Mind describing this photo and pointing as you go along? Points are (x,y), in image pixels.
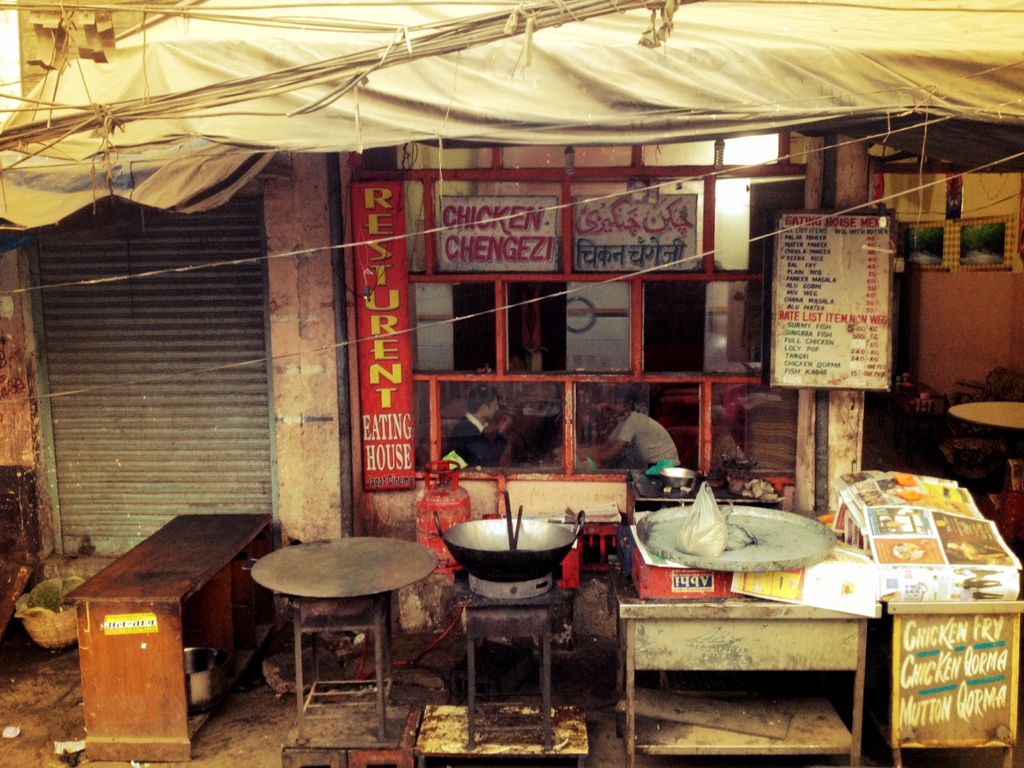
In this picture, we see a bench (153,600), pan (529,568) which is placed on stove (487,586) and a wooden stool (677,638) on which a plate (796,524) is placed. Behind that, we see a board (397,440) on which restaurant is written on it and on right corner of the picture (793,315), we see a board (793,315) on which many items (811,250) are displayed. On top of picture (543,63), we see a white tent (316,35).
